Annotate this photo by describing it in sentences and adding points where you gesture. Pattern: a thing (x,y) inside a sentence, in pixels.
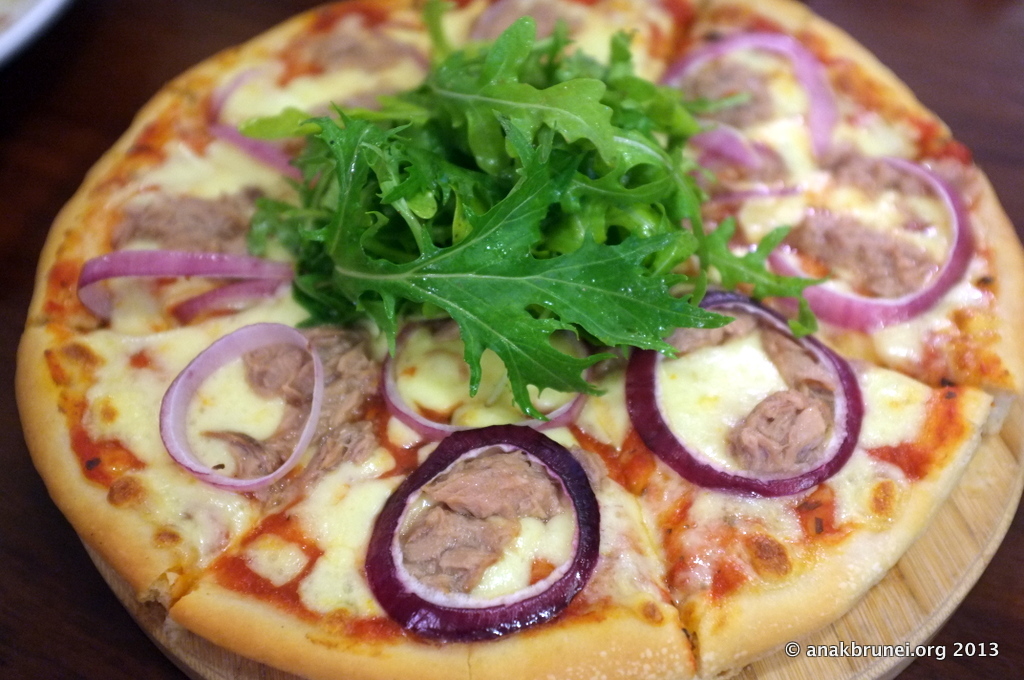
In this picture we can see a table (931,42). On the table (993,147) we can see a pizza (489,164). In the bottom right corner (844,654) we can see some text (844,654).
